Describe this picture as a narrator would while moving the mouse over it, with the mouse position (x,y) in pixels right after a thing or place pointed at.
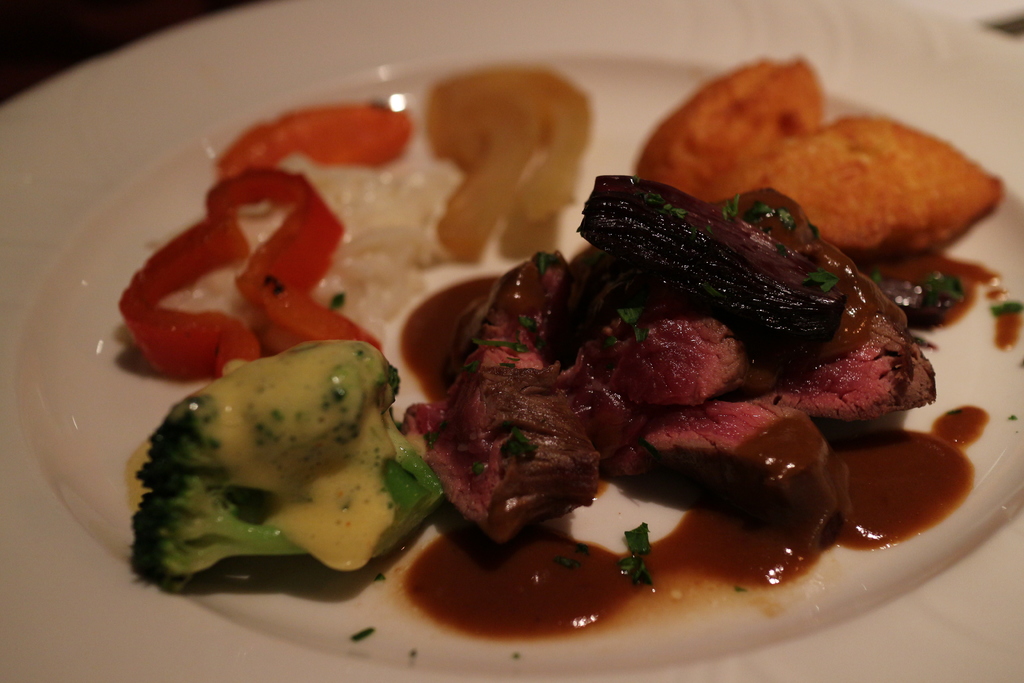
This is a zoomed in picture. In the center (410,301) there is a white color plate (172,609) containing a sliced broccoli (283,463) and some other food items (501,294).
